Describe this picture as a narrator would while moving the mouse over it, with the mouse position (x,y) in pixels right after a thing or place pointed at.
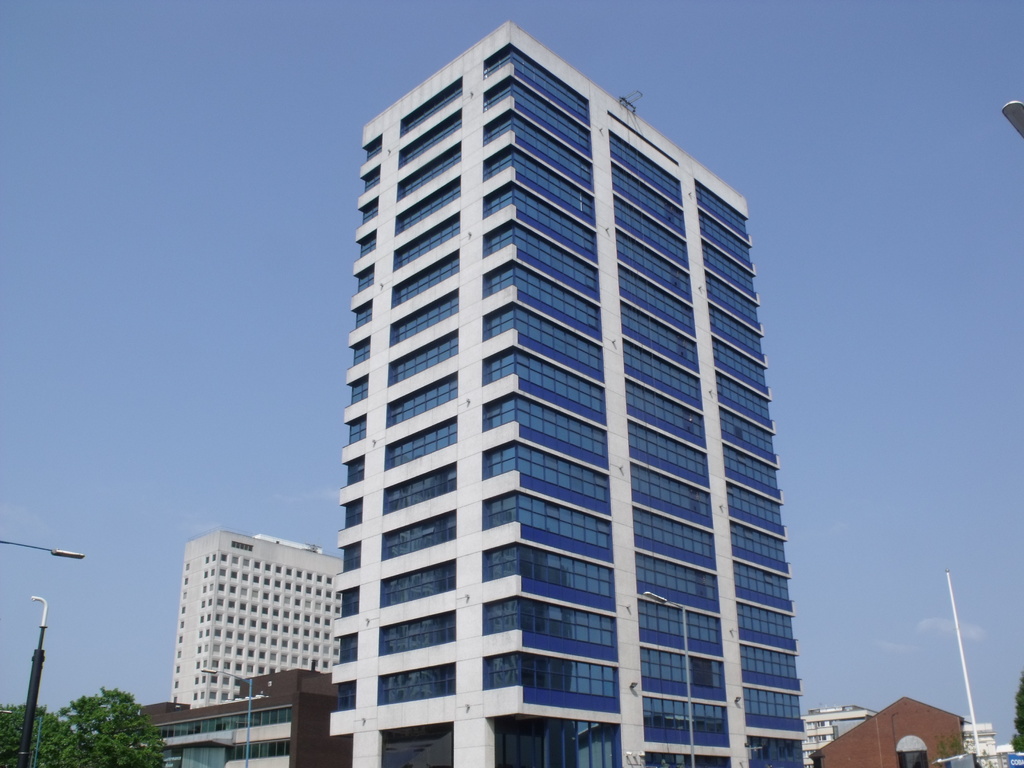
In this image I can see number of buildings (455,551) and both side of these buildings (444,599) I can see few poles (971,709), few street lights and few trees (17,716). In the background (963,386) I can see the sky (828,413).
